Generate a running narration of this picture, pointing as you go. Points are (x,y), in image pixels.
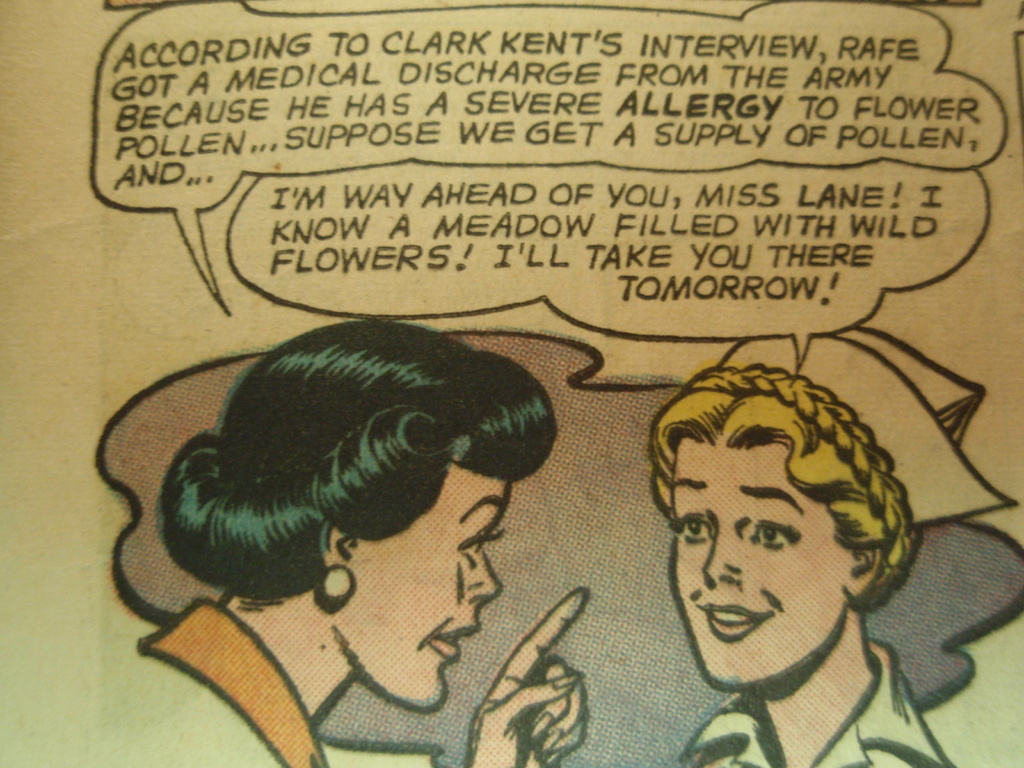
In this image there is a picture (481,471) of two persons (517,458) and text (931,193). Top of image (525,167) there is some text (357,143). Bottom of image (534,536) there is painting (309,442) of two persons pictures (504,472).
